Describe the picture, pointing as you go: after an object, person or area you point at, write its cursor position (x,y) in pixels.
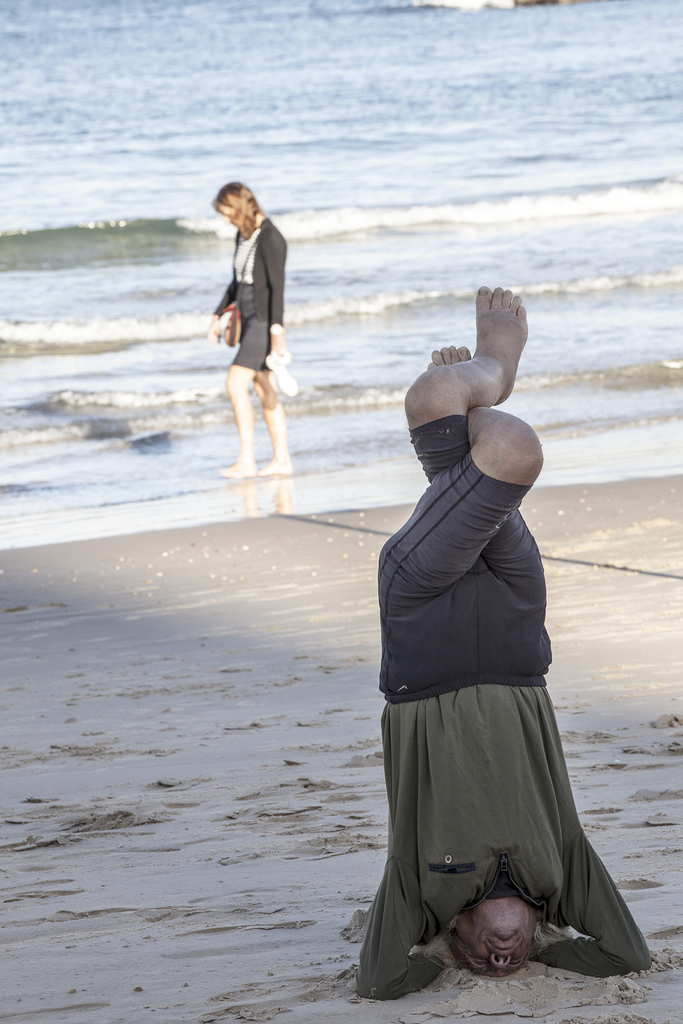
On the right side of the image (509,567) a man (422,705) is doing exercise. In the center of the image (268,394) a lady (275,303) is walking and carrying bag (230,331), shoes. In the background of the image (306,226) water (375,263) is there. At the bottom of the image (168,887) soil (200,899) is there.
